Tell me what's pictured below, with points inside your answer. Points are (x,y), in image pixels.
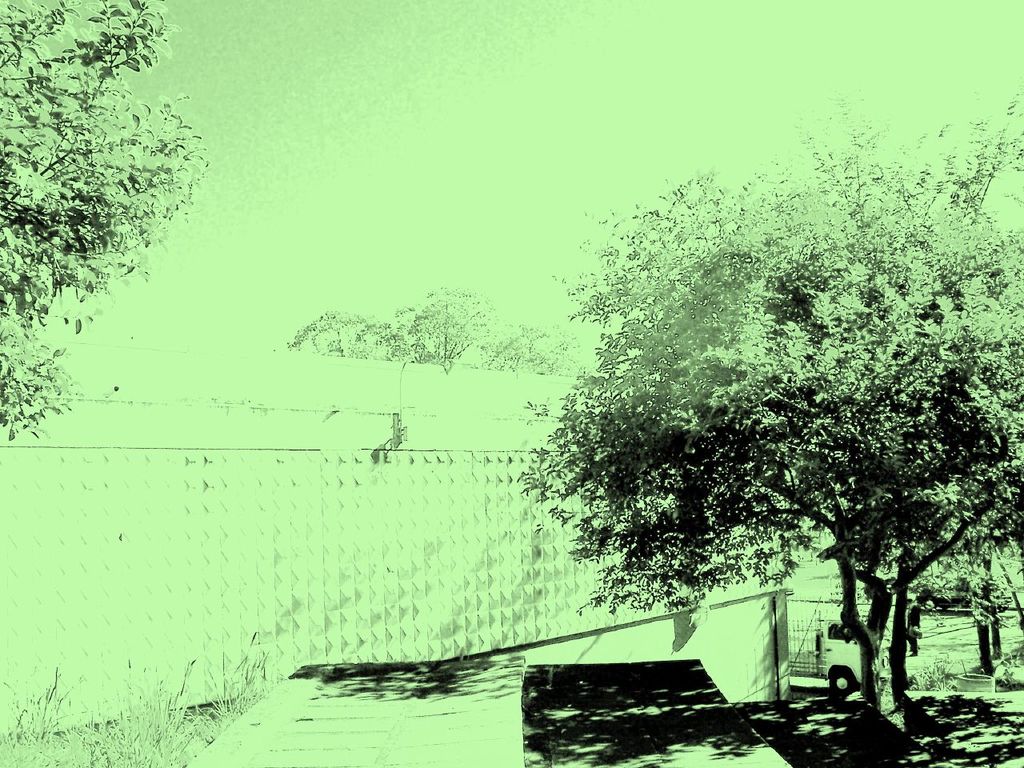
This is an edited image and here we can see trees (768,460), a wall (619,631), plants (209,703), a vehicle (834,645) and a person (910,625) and some other objects (970,685). At the top (683,77), there is sky (671,62).
